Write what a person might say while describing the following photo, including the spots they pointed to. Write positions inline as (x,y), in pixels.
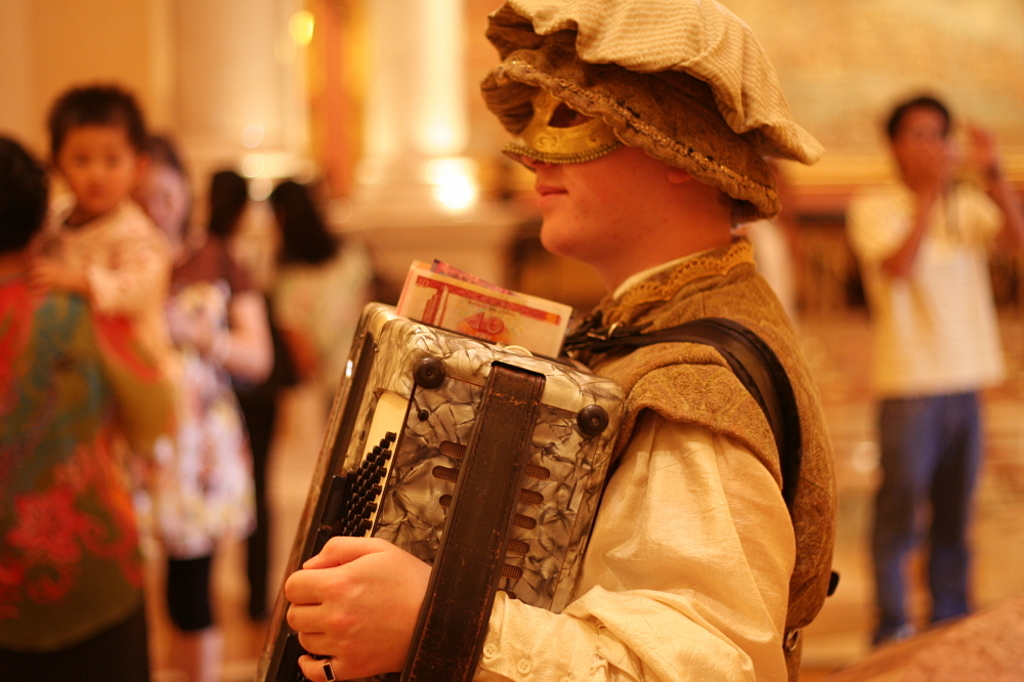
In the center of the image (524,436) we can see a person (740,404) wearing hat (673,131) and mask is holding a musical instrument (430,552) in his hands (403,608) and some currency notes (479,310) are placed on it. In the background (900,320), we can see a group of people (944,240) standing on the floor (877,433), pillars (438,152), some lights (443,190) and the wall (879,85).
